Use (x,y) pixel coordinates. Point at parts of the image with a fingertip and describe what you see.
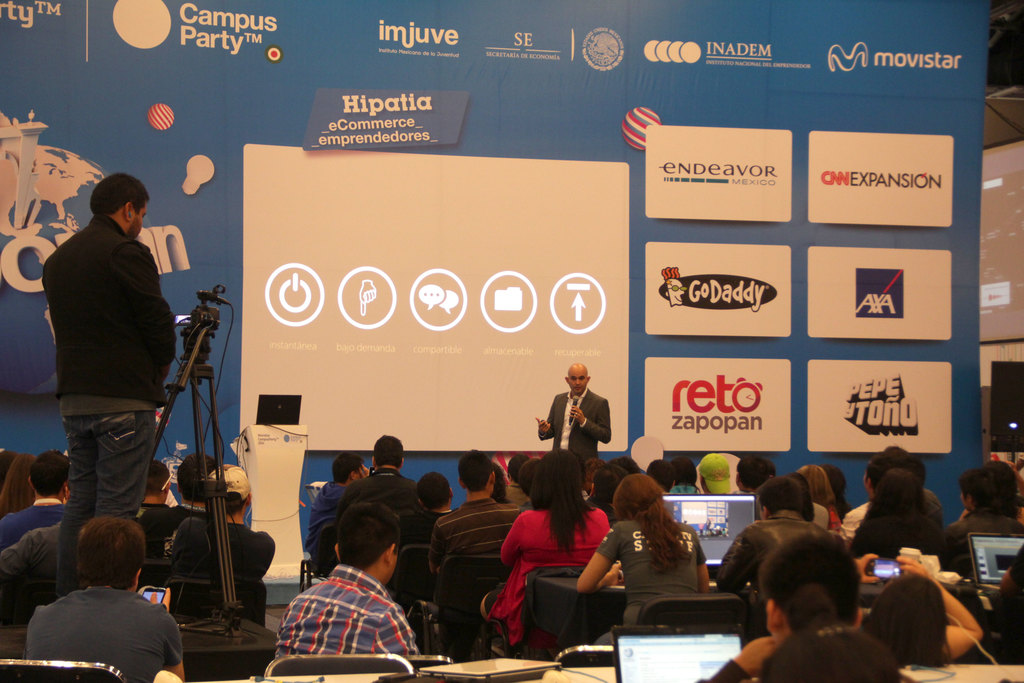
In this picture we can see a group of people (133,605) and some people (129,605) are sitting on chairs (419,583) and some people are standing, here we can see laptops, camera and some objects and in the background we can see a screen (1004,259), posters (879,411) and some objects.
